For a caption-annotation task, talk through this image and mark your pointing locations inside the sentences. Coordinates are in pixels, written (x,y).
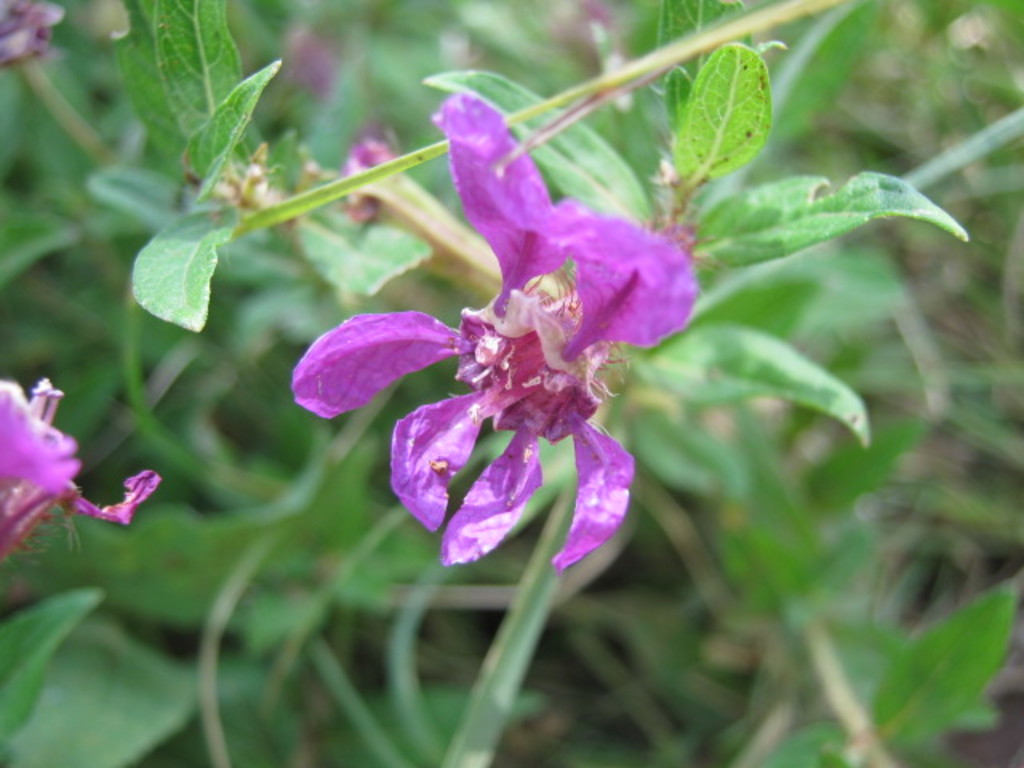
In the foreground of this image (586,407), there is a lavender color flower (514,361) and in the background (216,196), there are plants (378,592).
